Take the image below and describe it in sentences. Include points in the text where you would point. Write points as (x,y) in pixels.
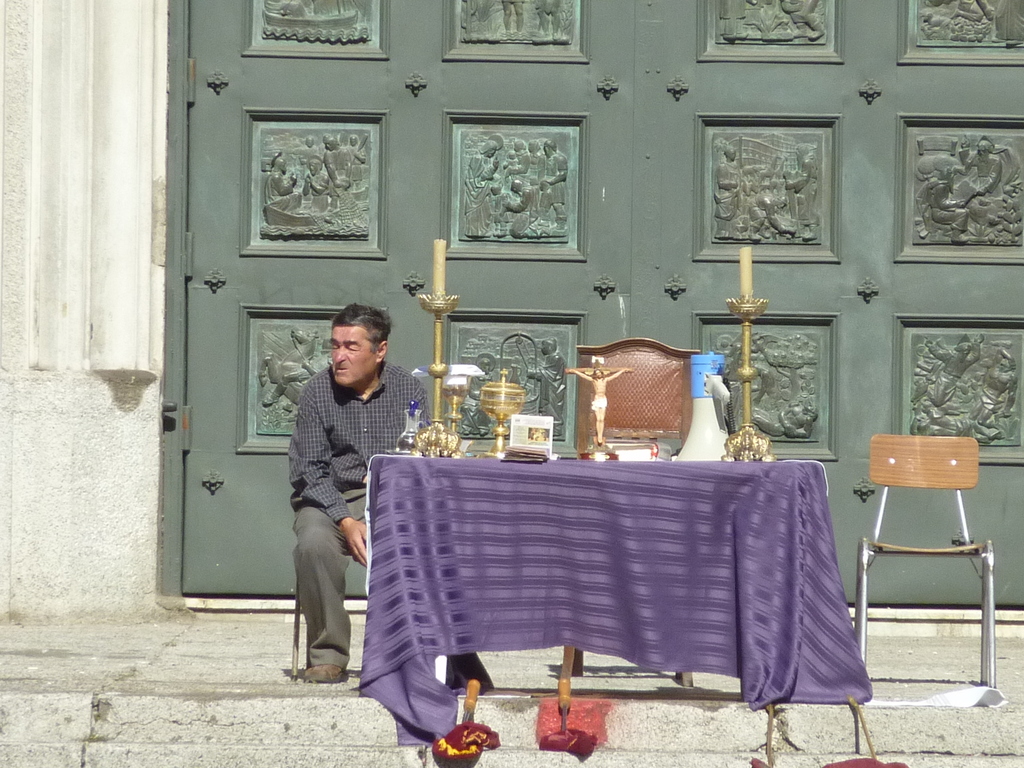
In this picture we can see a man (334,478) is sitting on a chair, there is a table (508,534) in the middle (438,508), we can see a sculpture (595,398), candles (744,364), a speaker (725,380), a paper (533,424) and a cloth (511,548) present on the table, on the right side (990,587) there is another chair (878,523), in the background (744,103) there is a door (660,103).
